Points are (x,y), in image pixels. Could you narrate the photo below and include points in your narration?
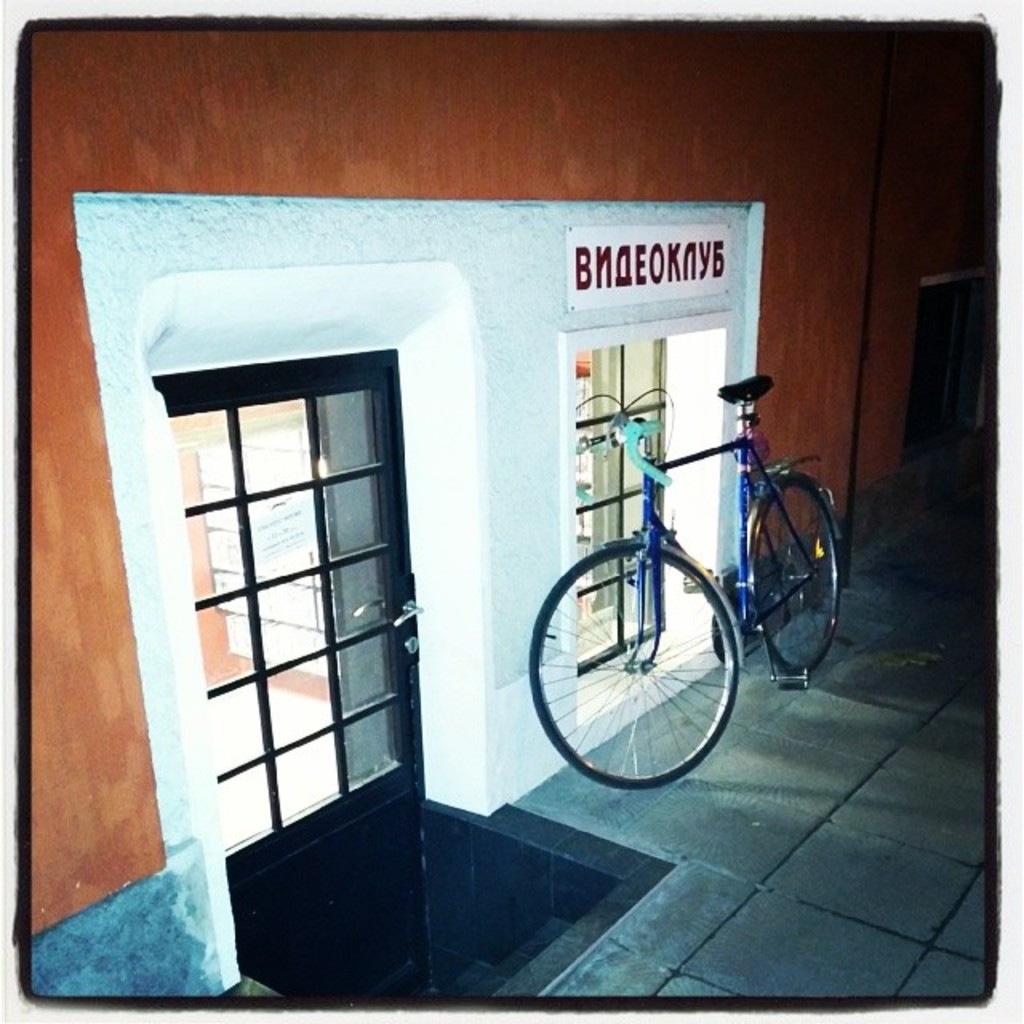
This image is taken outdoors. At the bottom of the image (734,916) there is a pavement (717,921). In the middle of the image (682,416) there is a wall (828,303) with a window (612,531) and a door (367,523) and there is a board (622,277) with a text (622,265) on it. A bicycle (671,471) is parked on the pavement (789,847).
